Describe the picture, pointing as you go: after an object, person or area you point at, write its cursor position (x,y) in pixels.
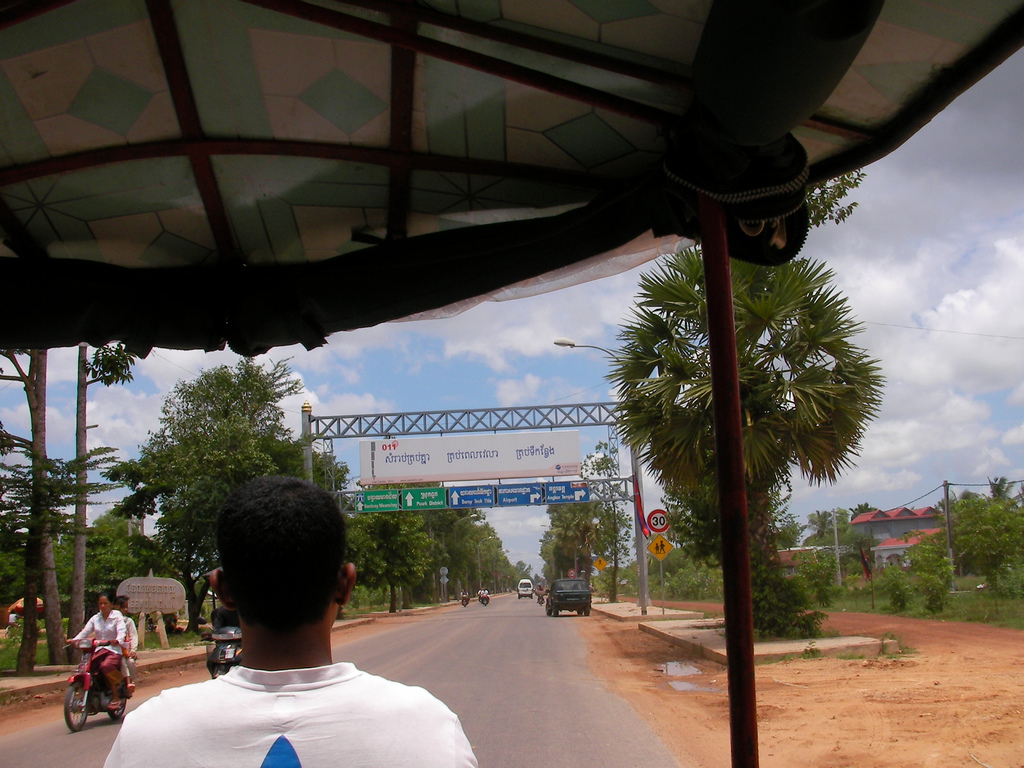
In this picture, on the left side (300,666), we can see a man (346,698) is under the roof (310,266). On the right side (803,319), we can see some trees (818,473), street lights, houses (898,519), buildings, electrical wires (1011,483). In the middle of the image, we can see few vehicles (528,596) are moving on the road (571,695). On the left side (85,483), we can also see some trees (65,487) and plants (185,644), hoardings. In the background (480,447), we can also see some hoardings (498,451). On the top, we can see a sky (507,321), at the bottom (498,668) there is a road (494,686).
